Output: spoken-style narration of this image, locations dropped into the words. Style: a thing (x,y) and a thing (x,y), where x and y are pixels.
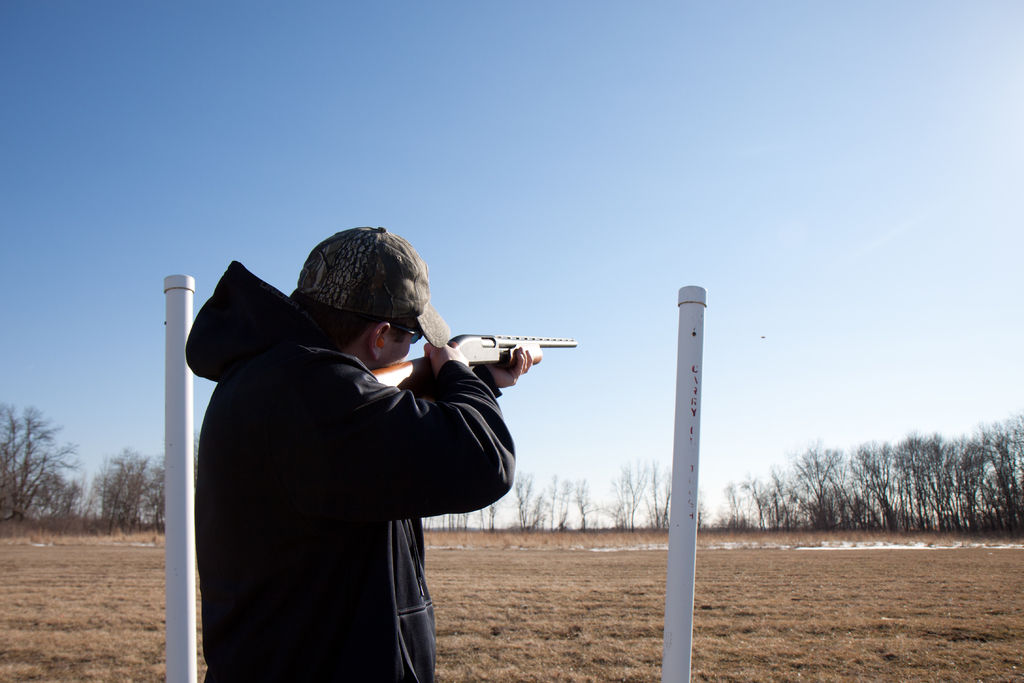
In this picture we can see a man (294,359) standing on the ground surface (23,671) and aiming the gun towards the sky (92,176), he is wearing a hoodie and cap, in the background (926,409) we can see trees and sky (479,305).
